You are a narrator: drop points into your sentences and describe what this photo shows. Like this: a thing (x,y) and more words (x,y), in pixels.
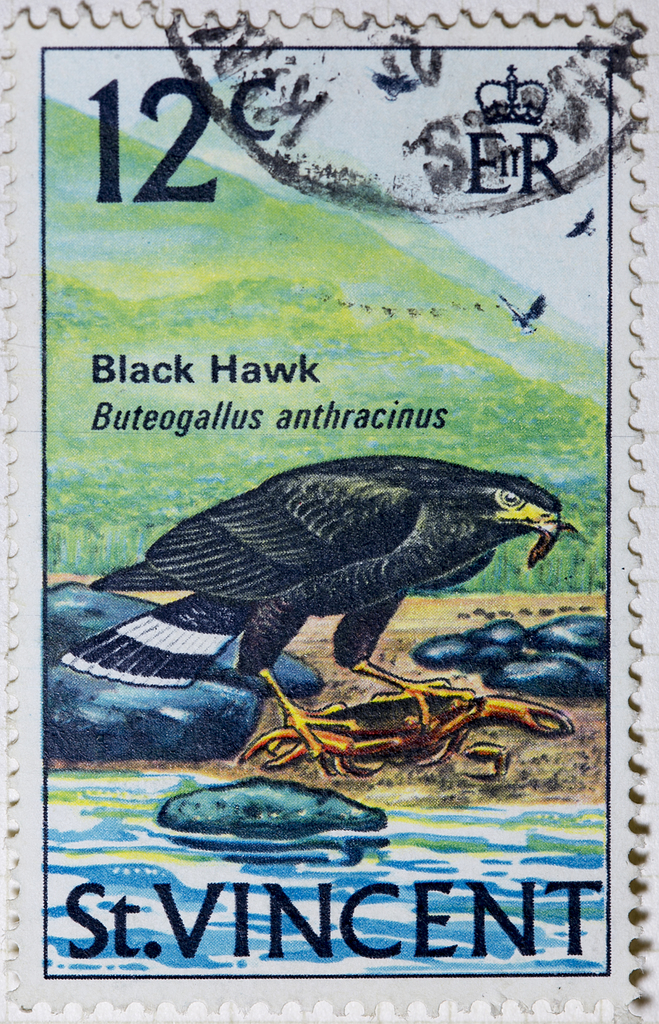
This image looks like a painting. There is a bird (345,511) in the middle (341,513), which is in black color. There is water (265,881) at the bottom (265,881). This looks like a stamp.
